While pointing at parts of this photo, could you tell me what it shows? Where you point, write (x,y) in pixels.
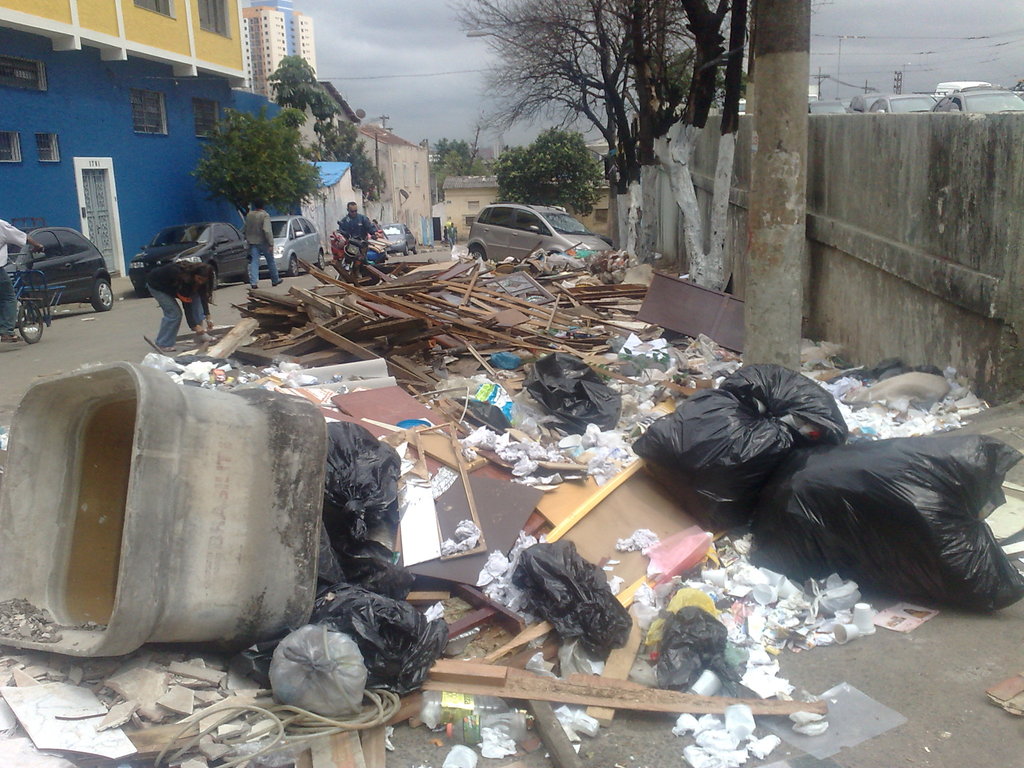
Here we can see garbage bags (774,448), container (184,494), trash (529,430), wall (915,334), pole (798,149) and wooden sticks (634,295). Background (401,69) we can see vehicles (832,111), poles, trees (348,131), people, sky (389,24) and buildings (228,92). Sky (430,53) is cloudy.
